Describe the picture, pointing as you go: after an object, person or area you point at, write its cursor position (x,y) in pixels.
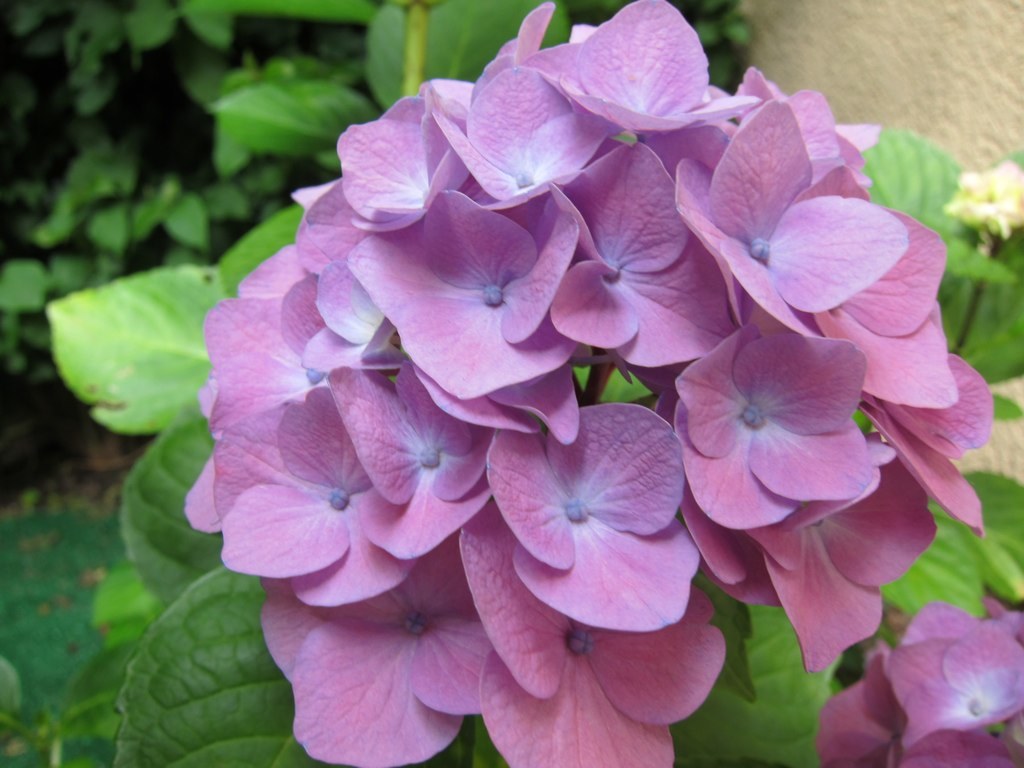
In the foreground of the picture (577,411), there are flowers (682,505) to a plant (191,575). In the background (129,78), there are plants (181,88) and a wall (878,70).
